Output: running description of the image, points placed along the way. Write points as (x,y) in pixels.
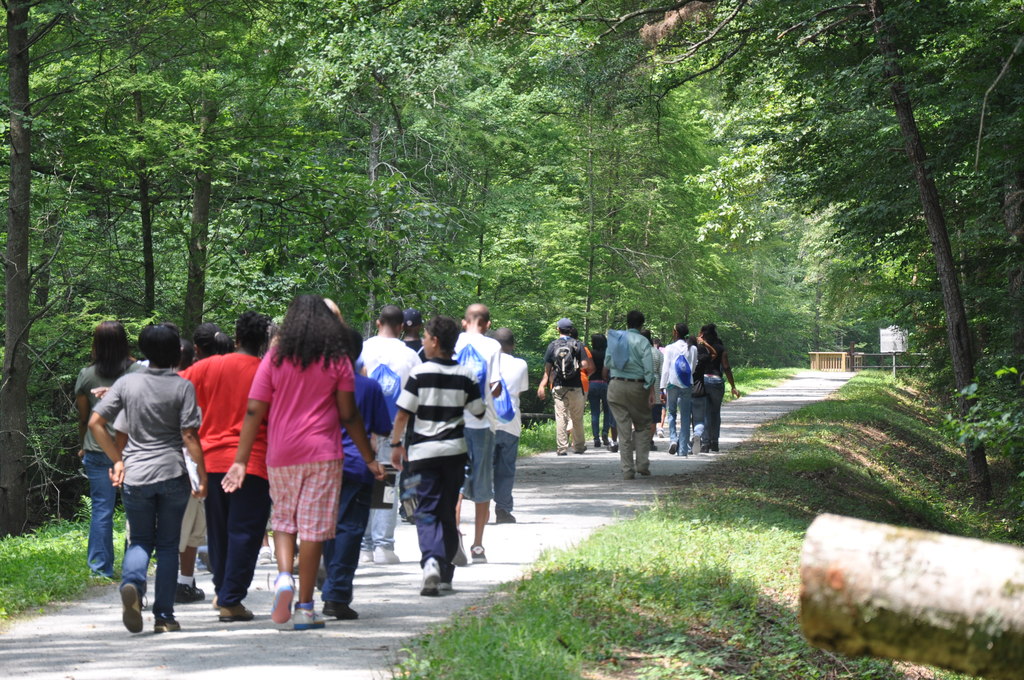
In this image on the left side (160,489) there are a group of people (481,427) walking, and at the bottom (619,562) there is walkway (493,543) and grass (606,561). And on the right side (869,601) there is some object (845,597), and in the background (860,320) there are trees (776,365) and some objects (835,357).
